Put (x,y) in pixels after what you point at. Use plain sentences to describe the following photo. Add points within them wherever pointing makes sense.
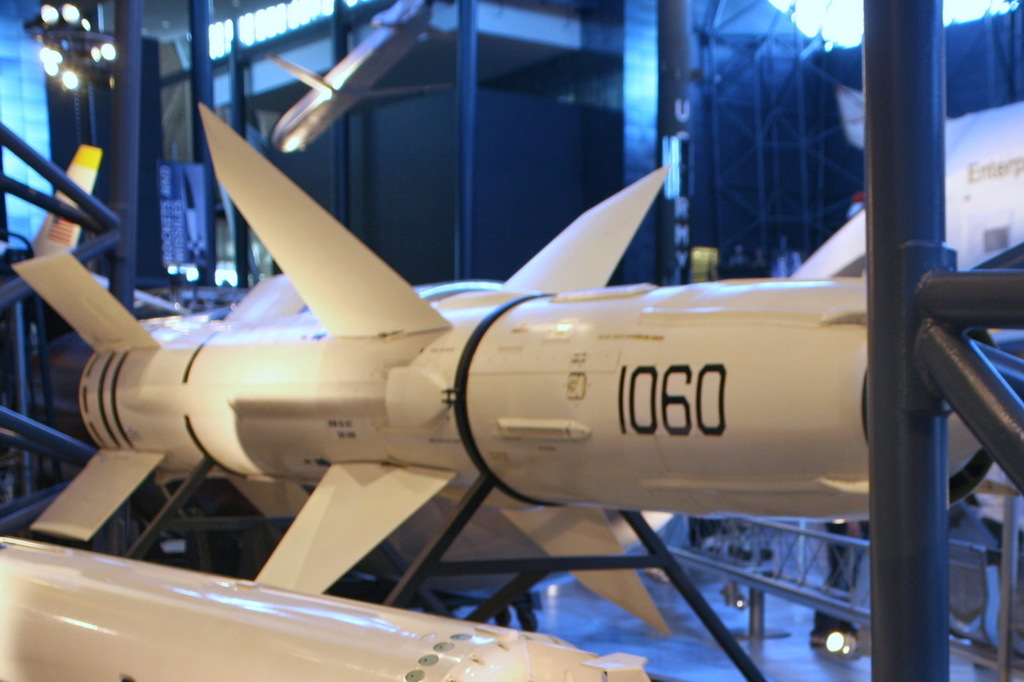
In this image there is a rocket (288,386), in the background (778,169) there are iron poles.
